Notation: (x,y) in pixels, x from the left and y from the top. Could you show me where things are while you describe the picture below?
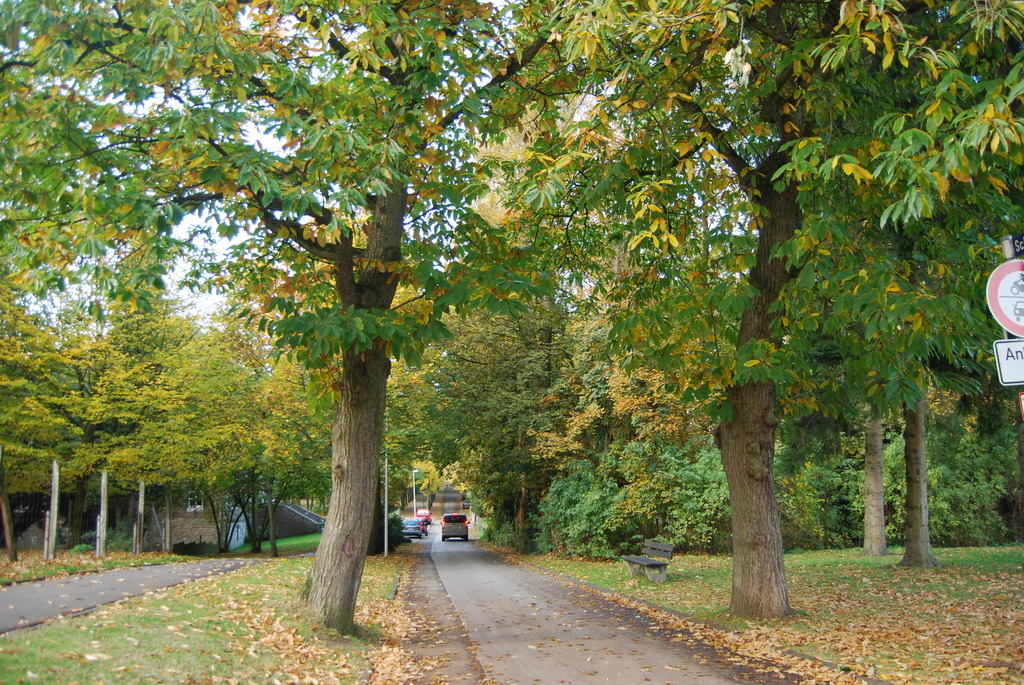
There are some cars (443,538) on the road (471,552) as we can see at the bottom of this image (531,612). There are some trees (731,403) in the background (400,409). There is a bench (665,546) and a sign board (1001,304) on the right side of this image (1011,312).
